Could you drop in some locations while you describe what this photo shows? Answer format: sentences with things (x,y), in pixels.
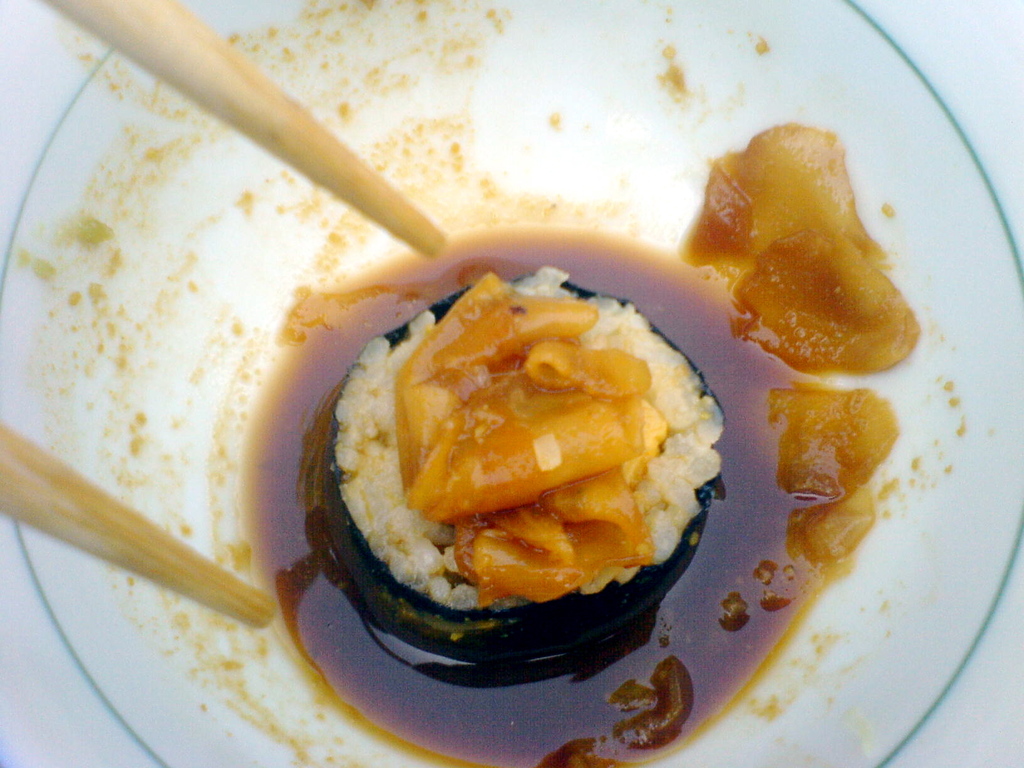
It is a food item (614,412) in a white color plate (2,334), on the left side (238,94) it is a chopstick (150,530).
